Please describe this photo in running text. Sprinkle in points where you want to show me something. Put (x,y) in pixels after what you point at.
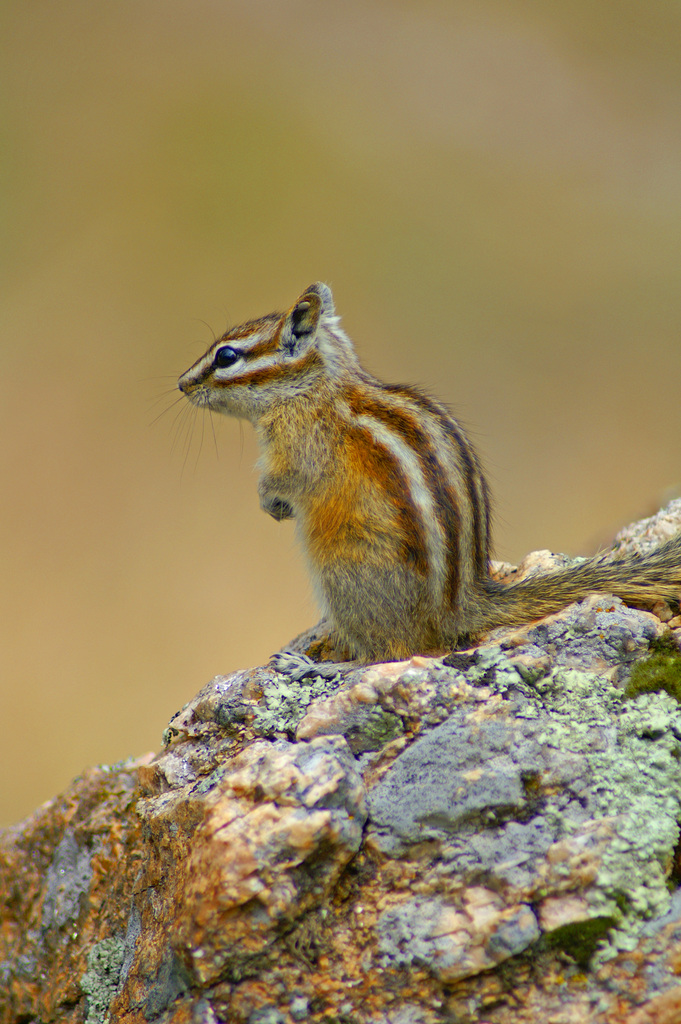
In this picture we can see a squirrel (343,645) sitting on a rock (660,743). Background (435,107) is blurry.
